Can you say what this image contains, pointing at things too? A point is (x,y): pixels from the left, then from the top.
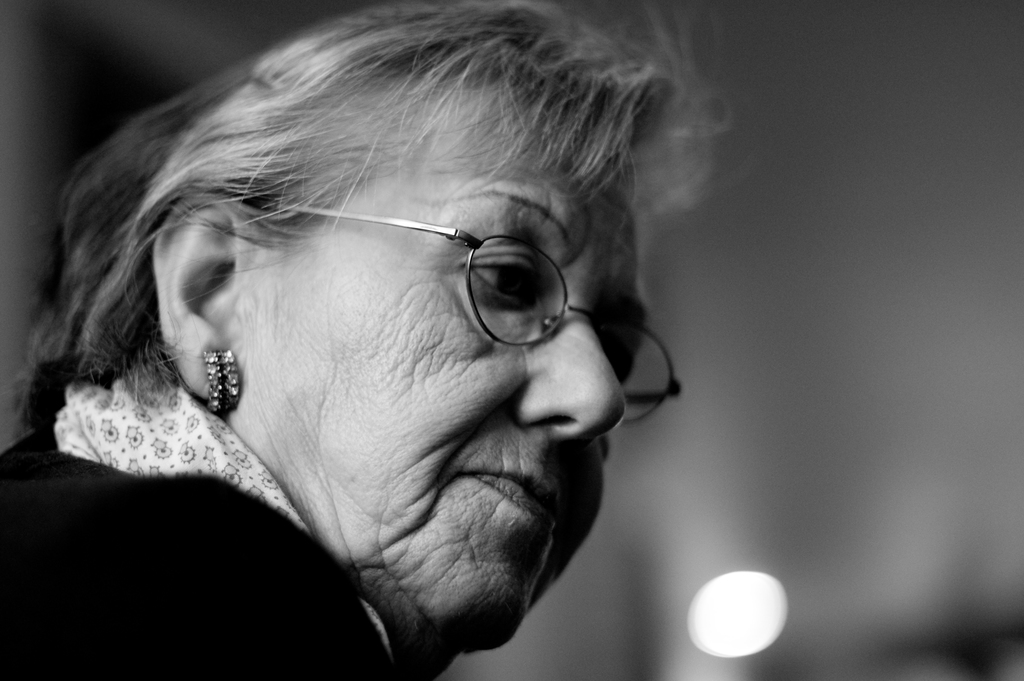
This is a black and white image. On the left side (134,663), there is a woman (382,385), wearing a spectacle (548,319) and watching something. On the right side (754,577), there is light (740,574). And the background (810,314) is blurred.
